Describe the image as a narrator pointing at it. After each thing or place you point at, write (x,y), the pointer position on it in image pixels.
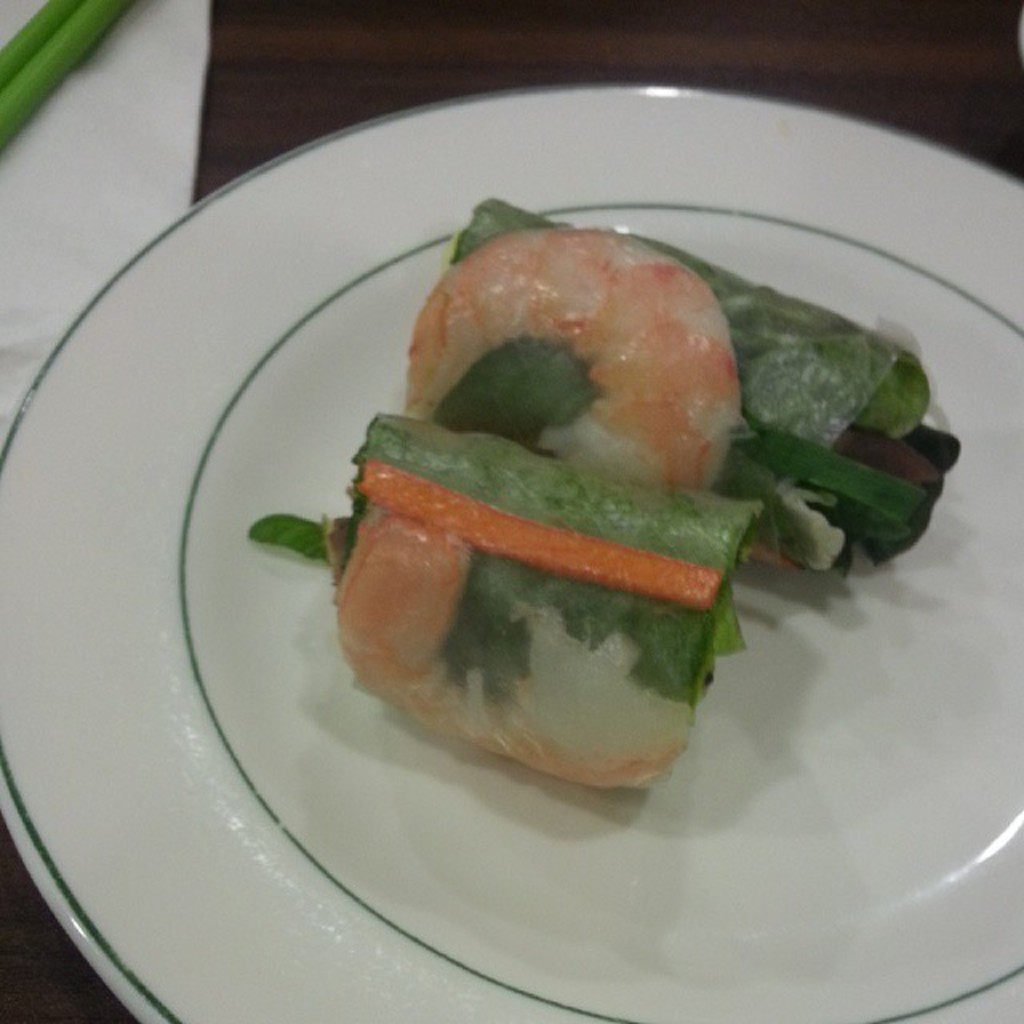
In this image we can see a food item (621,551) on the plate (87,666), there is a table (308,8).
